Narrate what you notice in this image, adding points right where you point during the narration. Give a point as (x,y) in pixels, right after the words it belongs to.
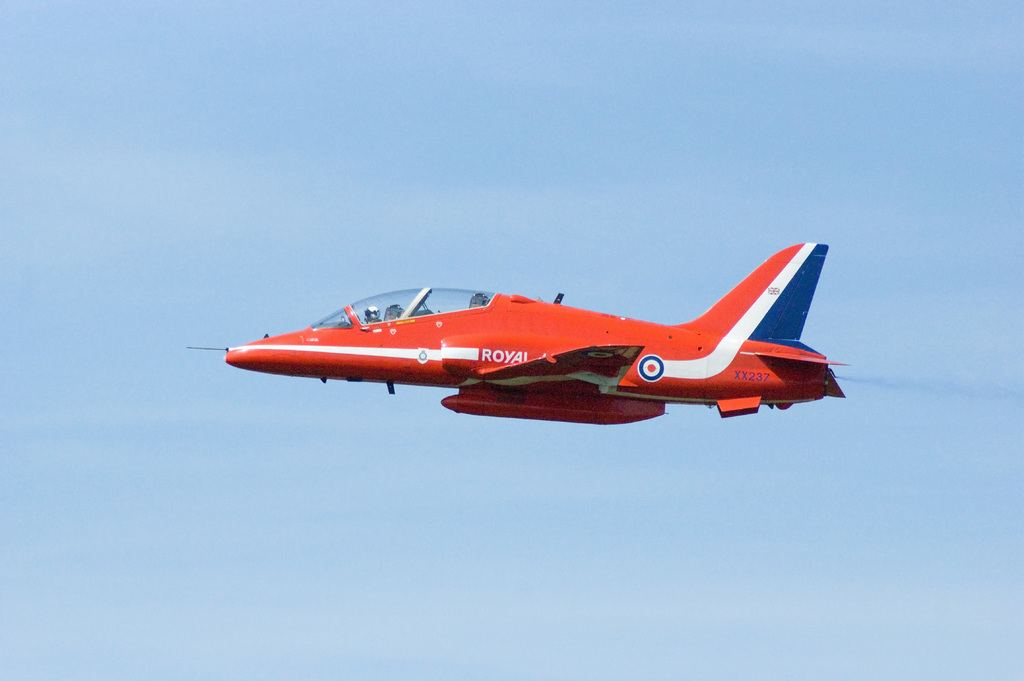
In this picture, we see an airplane (460,337) in red color is flying in the sky (534,421). In the background (338,9), we see the sky (297,319), which is blue in color.
